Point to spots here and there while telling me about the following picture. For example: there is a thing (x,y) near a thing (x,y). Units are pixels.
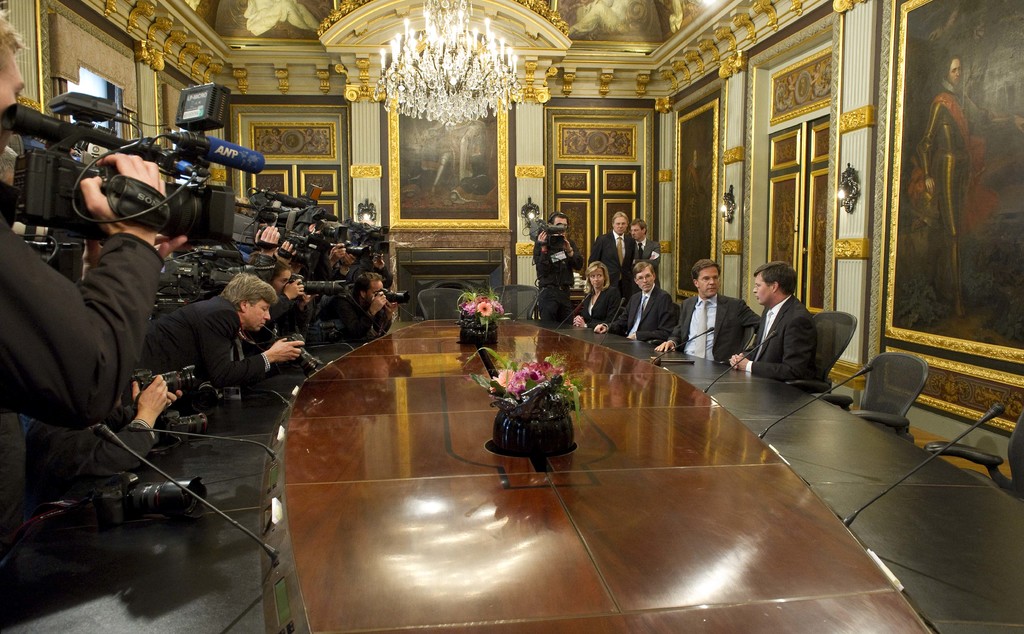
In this image I see 5 men (703,277) and a woman (589,294) and I see that these 5 men (648,251) are wearing suits (748,314) and I see that these 4 of them are sitting on chairs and I see a table (309,630) over here on which there are mics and I see flowers (478,305) in this black color things (532,423) and I see number of people (232,284) who are holding cameras (66,96) in their hands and in the background (47,50) I see the wall (550,174) on which there are photo frames (1004,27) and I see the lights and I can also see the lights (421,88) over here.
